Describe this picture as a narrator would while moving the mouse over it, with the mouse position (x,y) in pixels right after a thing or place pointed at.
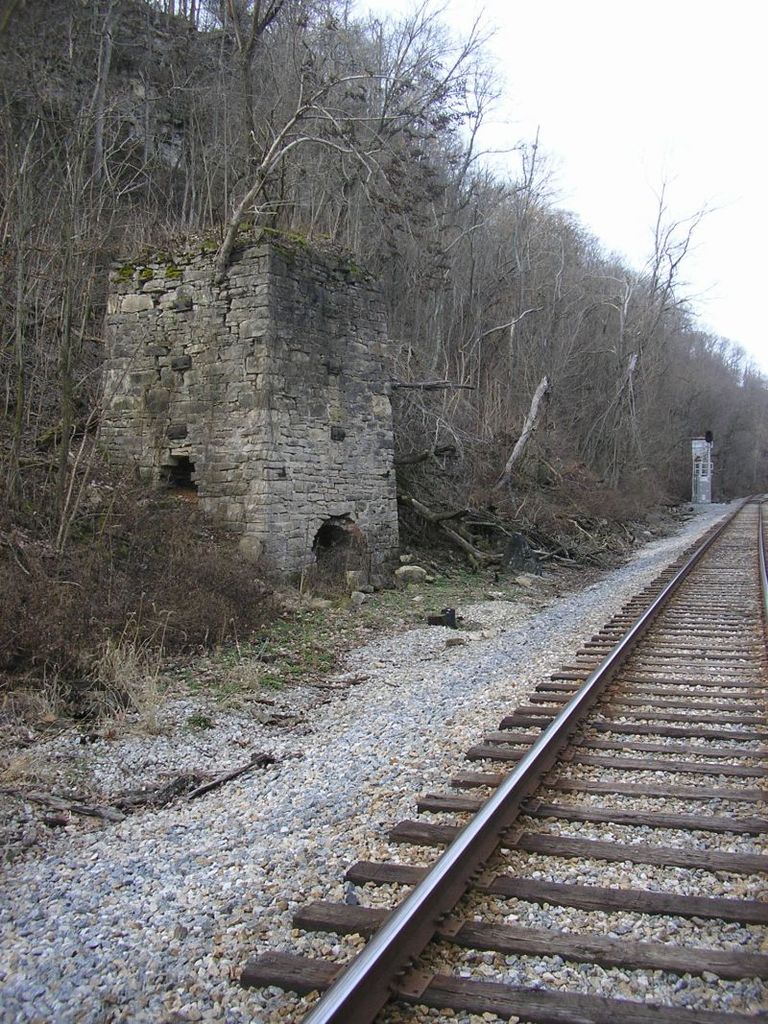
In this image, we can see a fort (260,376), pole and trees (198,171). At the bottom (360,801), there is track (468,895) and we can see stones (366,723).
